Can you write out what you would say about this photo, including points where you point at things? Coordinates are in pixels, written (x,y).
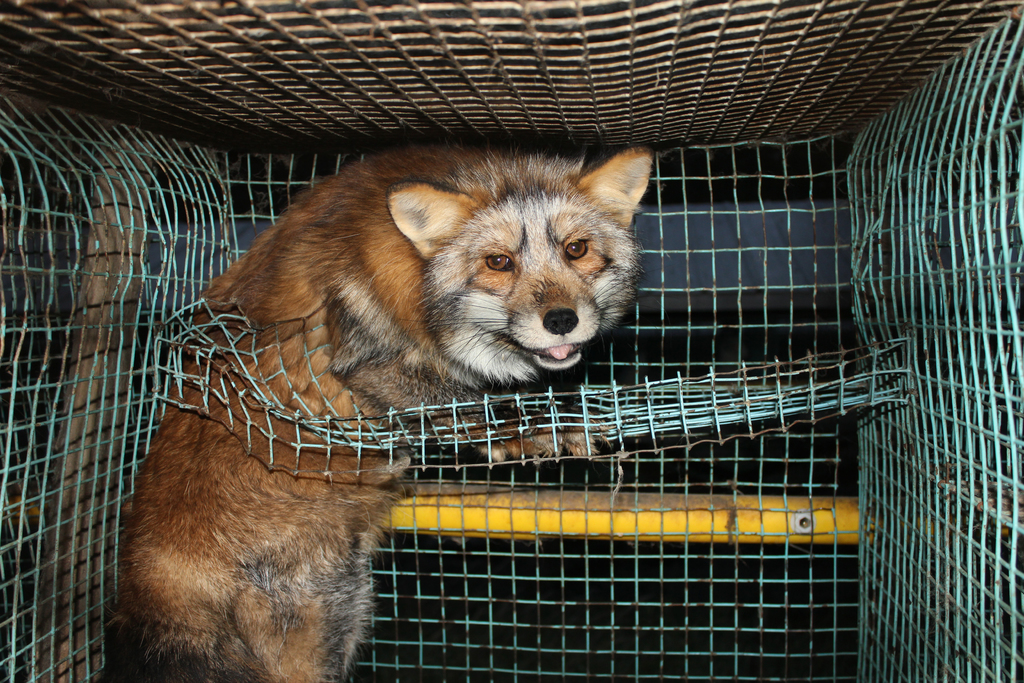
In this image fox (355,357) is present in the closed grill fence (994,136). Image also consists of a yellow color rod (569,522).
